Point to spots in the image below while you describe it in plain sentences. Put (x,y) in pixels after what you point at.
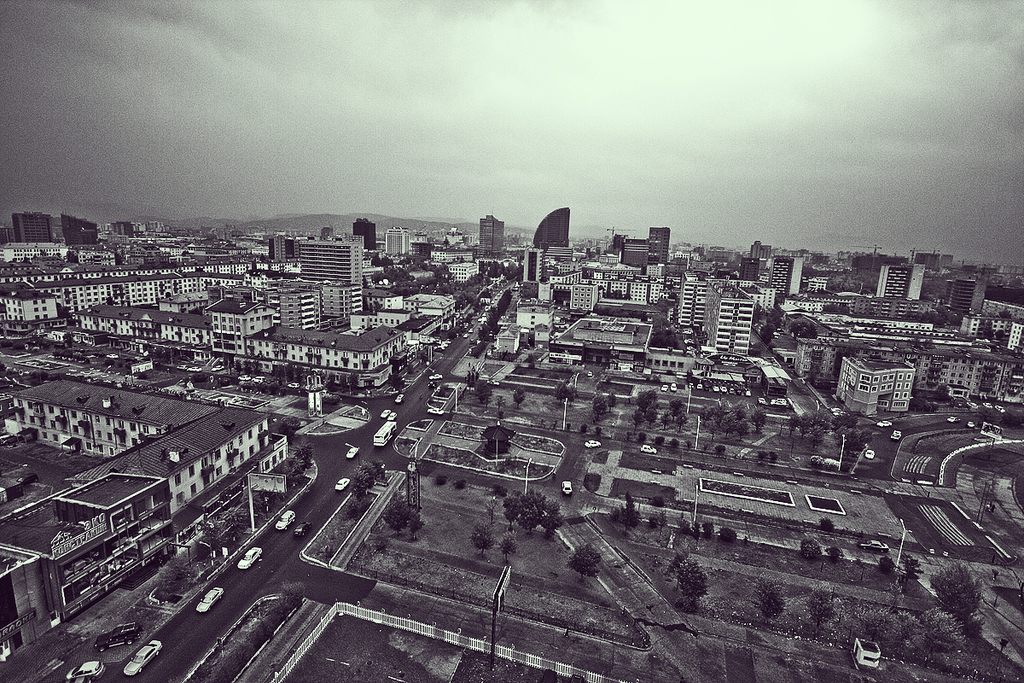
In this image we can see buildings (430,331), roads (275,518), vehicles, trees (951,577), people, poles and mountains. And there is sky (603,150) at the top (603,150).
